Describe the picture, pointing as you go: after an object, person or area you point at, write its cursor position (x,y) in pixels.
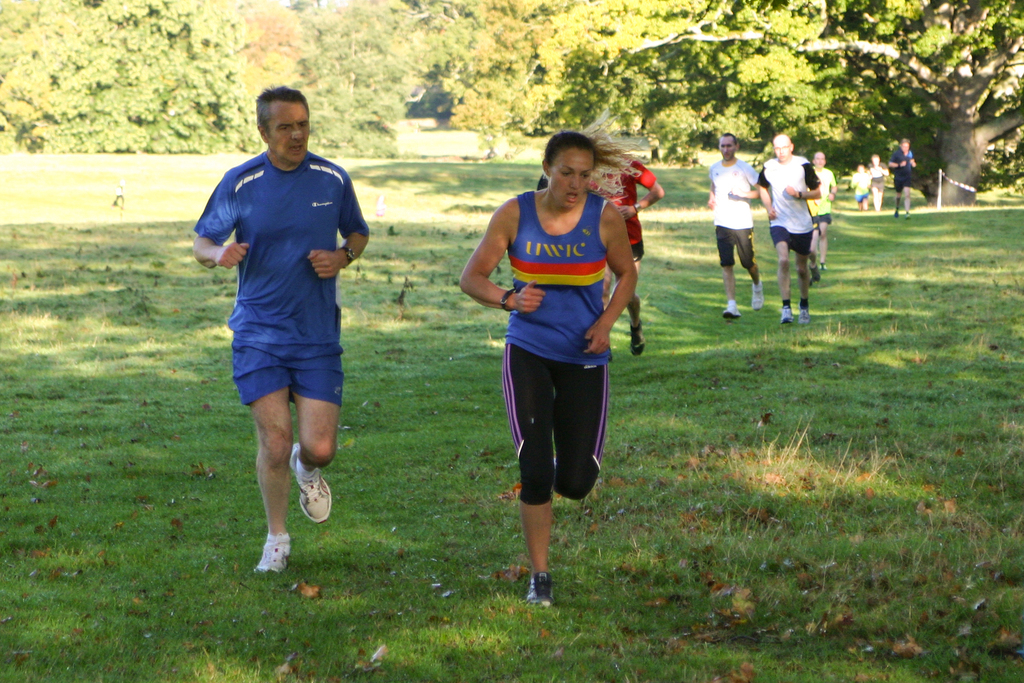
There are groups of people (816,218) running. This is the grass (795,553). I can see the trees (430,46) with branches (966,90) and leaves (922,28).
